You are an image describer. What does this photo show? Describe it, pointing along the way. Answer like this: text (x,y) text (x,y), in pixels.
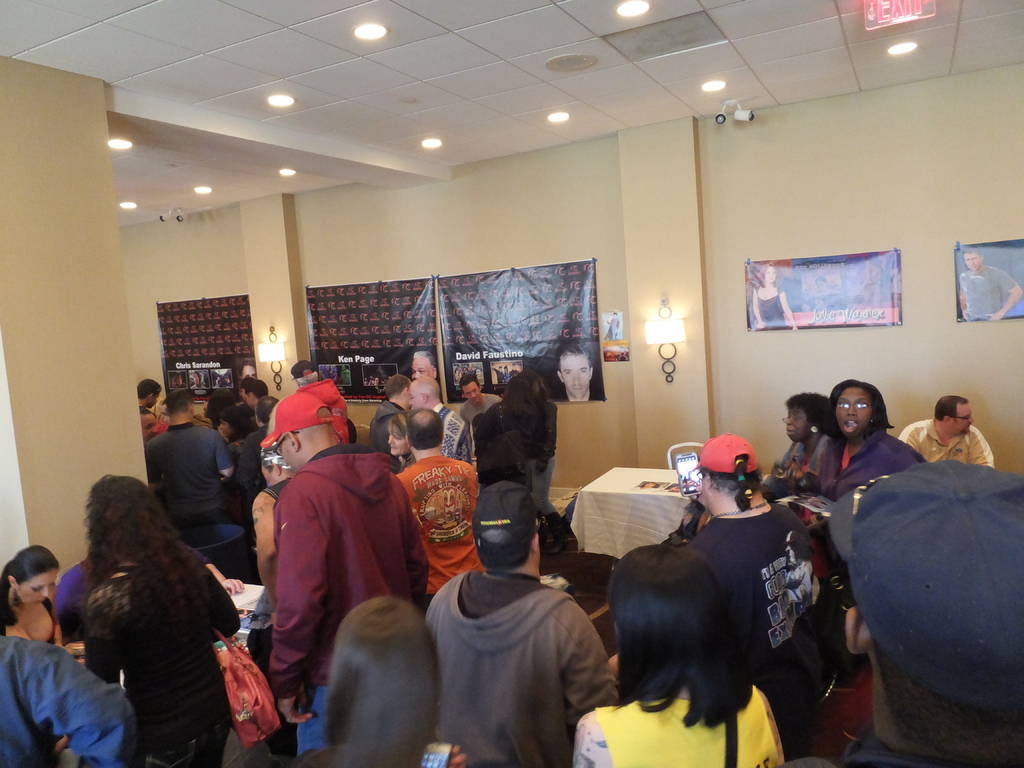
There are people (856,507) in a room (944,259). There is a table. There are lamps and posters (174,321) on the walls (701,346). There lights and a cctv camera (751,120) at the top (381,38).
